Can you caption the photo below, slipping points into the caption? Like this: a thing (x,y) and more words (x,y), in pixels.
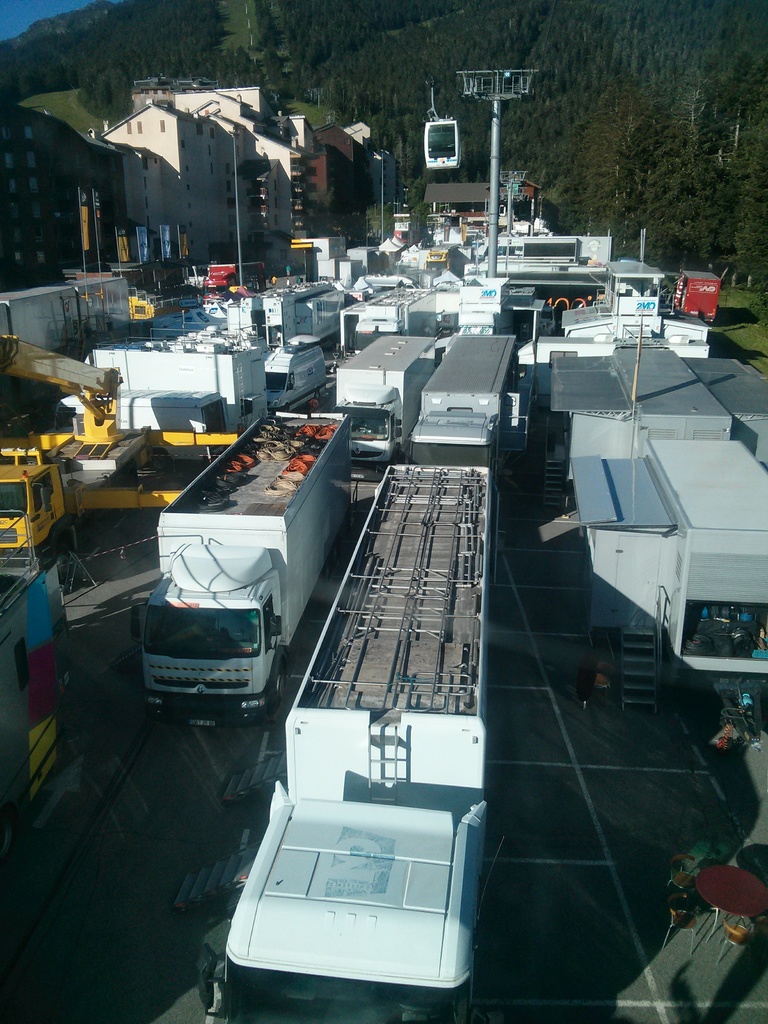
In this image there are vehicles (330,439) on the road (538,563). In the background (252,194) there are buildings (336,177), trees (506,126) and there are poles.
